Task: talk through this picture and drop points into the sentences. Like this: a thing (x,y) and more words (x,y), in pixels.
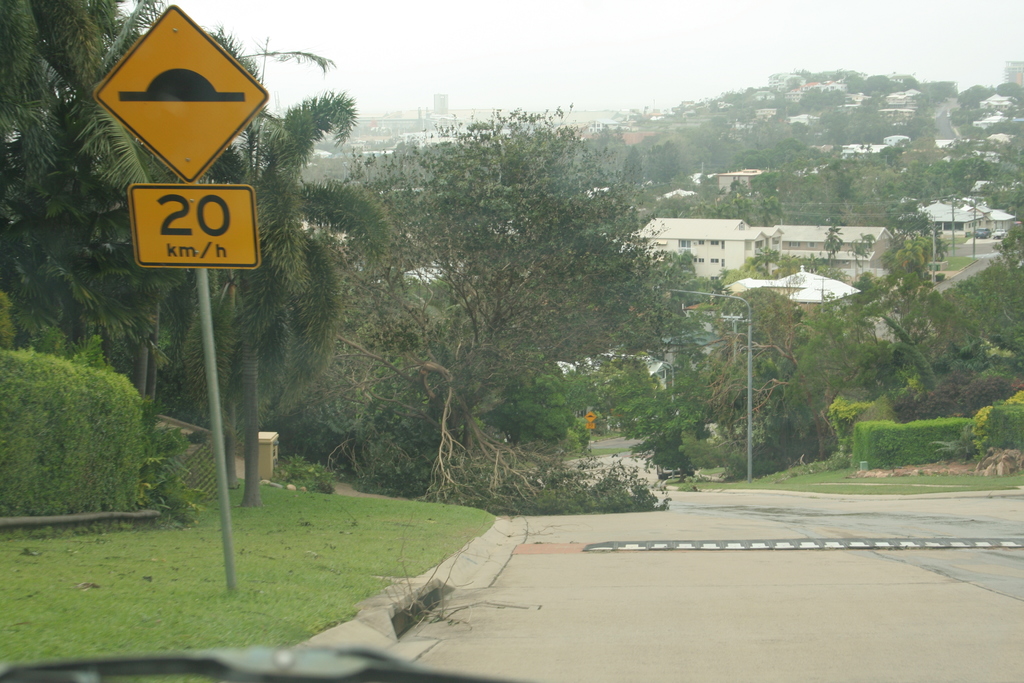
In this picture we can see few sign boards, grass (353,513) and trees (455,353), in the background (880,228) we can find few poles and buildings (866,258).
